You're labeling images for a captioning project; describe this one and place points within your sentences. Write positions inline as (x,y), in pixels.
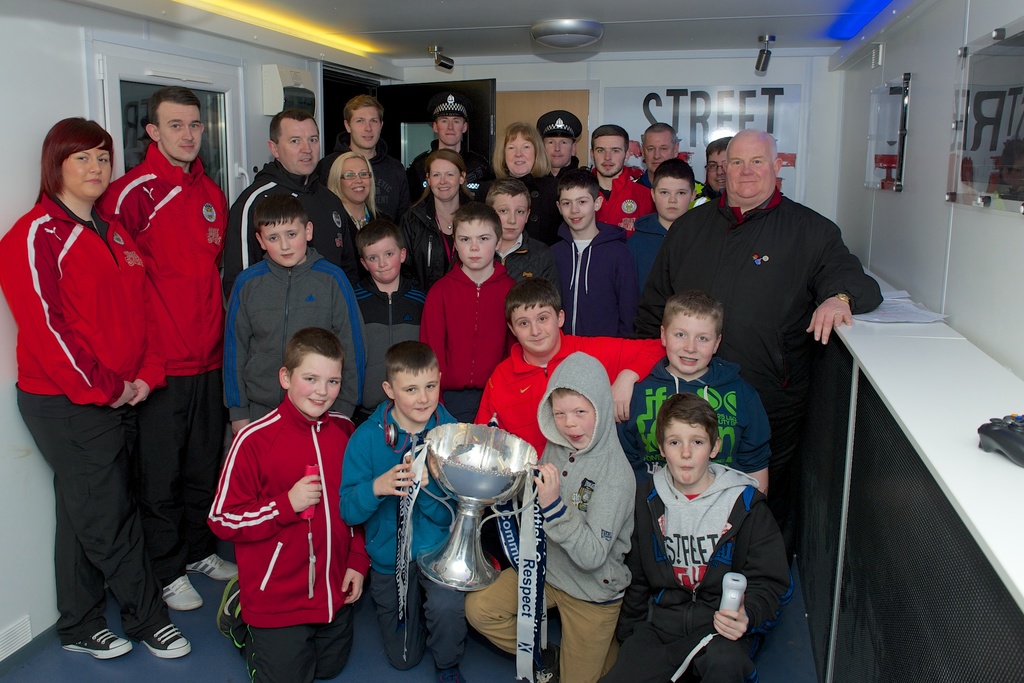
In the center of the image (364,444) we can see some people (356,368) are standing and wearing the jackets (741,289) and some of them (764,578) are sitting on their knees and two boys (577,482) are holding a trophy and another boy (712,545) is holding an object (741,609). In the background of the image (993,65) we can see the doors (121,148), boards (744,127) on the wall (888,217), mirrors (996,162). At the top of the image (507,43) we can see the roof (843,41) and lights (550,25). At the bottom of the image (189,667) we can see the floor (363,635). On the right side of the image (836,467) we can see the cupboards (911,411), papers (905,291) and object (990,440).
